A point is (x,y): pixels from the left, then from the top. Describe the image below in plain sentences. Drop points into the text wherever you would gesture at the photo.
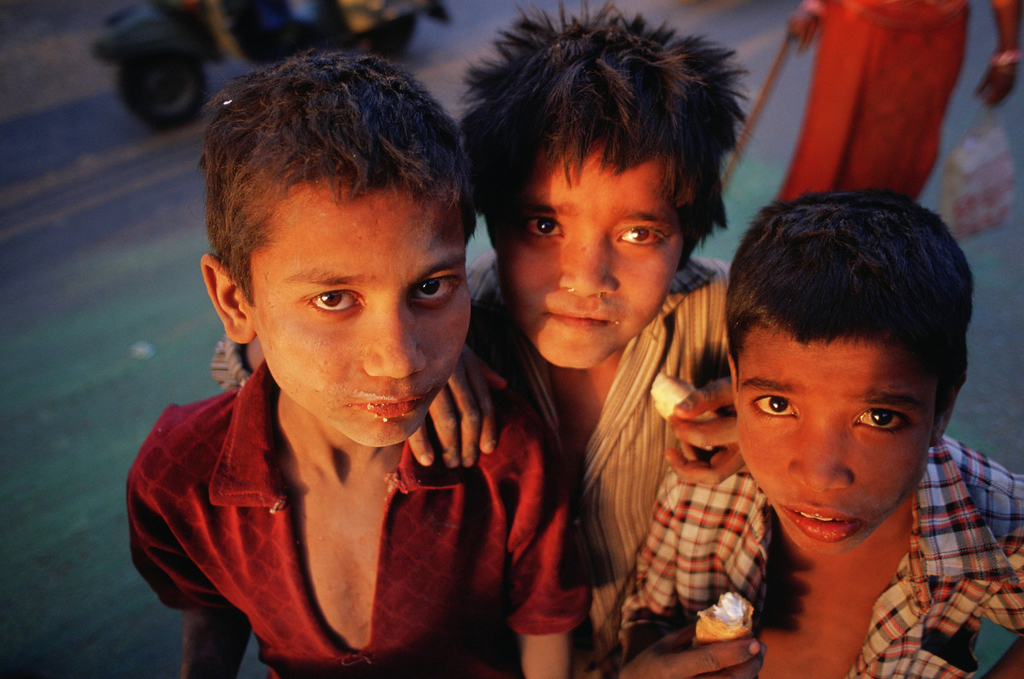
In this image there are three kids (873,464) holding an object (706,610) in their hands (688,413), in the background (175,91) there is a vehicle (357,26) and a person (863,44) holding a stick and a cover (988,170), the kids (521,553) are wearing red color, stripes and checks shirt (641,554).
